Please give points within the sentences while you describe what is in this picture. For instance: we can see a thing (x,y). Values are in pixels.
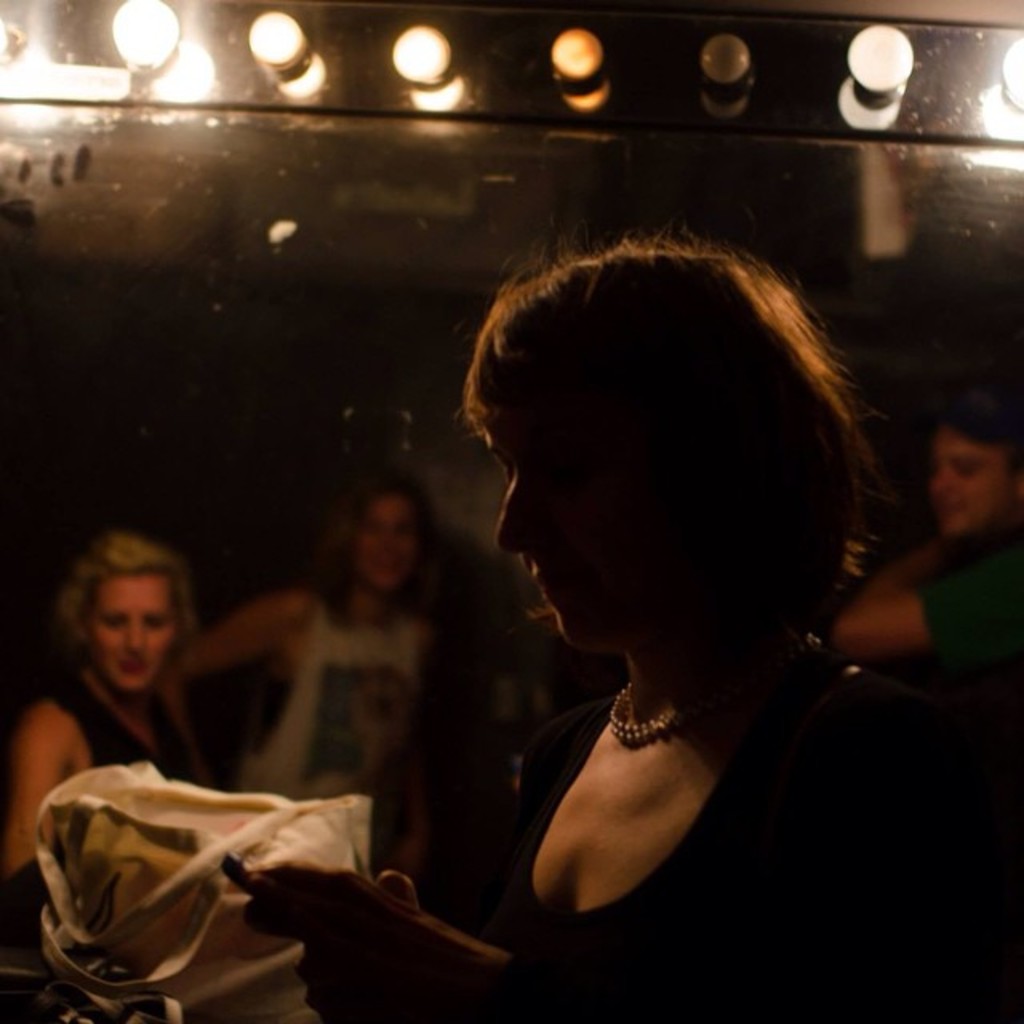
In this picture we can see a woman (780,839) and in the background (388,785) we can see a group of people (383,771), lights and some objects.
